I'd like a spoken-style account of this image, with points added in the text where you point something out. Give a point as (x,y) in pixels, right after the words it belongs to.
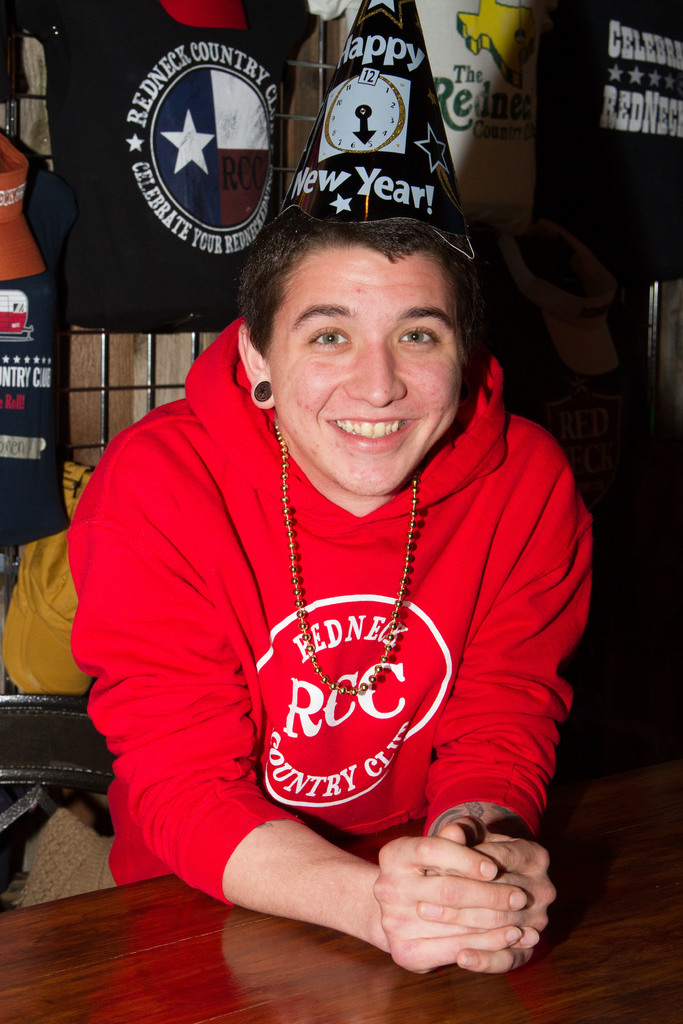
In this image we can see a person (305,537) wearing cap (348,166) and a chain (292,581). In front of the person (299,874) there is a wooden surface (381,950). In the back (659,100) we can see banners (123,244) with logo (208,71) and text (149,88). Also there is a grill (104,363) and cap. And there are few other things (81,708).
